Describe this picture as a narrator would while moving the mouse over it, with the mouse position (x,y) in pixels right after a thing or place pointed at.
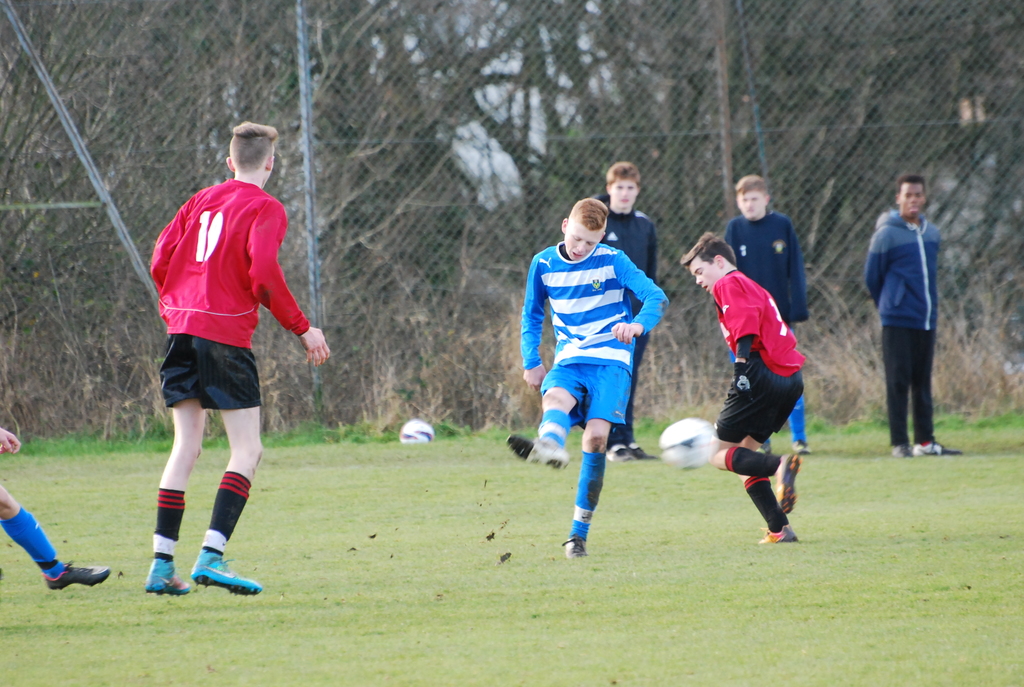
This three persons (182,456) are walking as there is a leg movement. Far there are number of bare trees (528,86). The grass (734,588) is in green color. This is ball (426,421). This three persons (901,259) are standing.
